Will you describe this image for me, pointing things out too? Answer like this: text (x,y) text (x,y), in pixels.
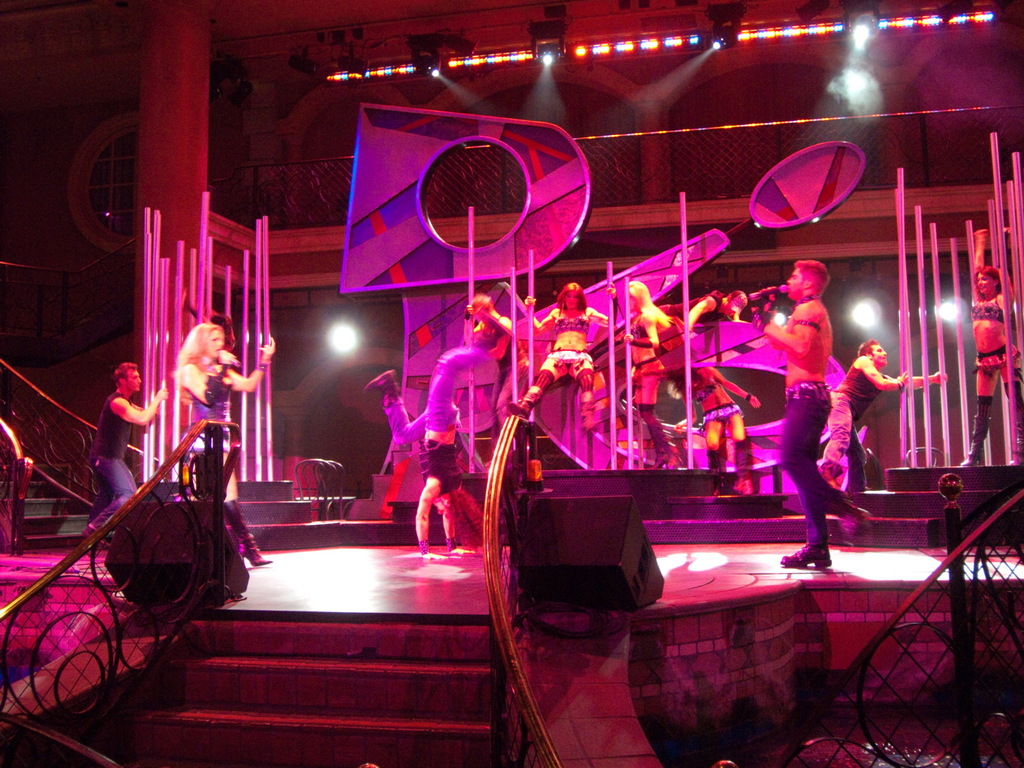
Bottom left side of the image (172,763) there are some steps (172,763). Behind the steps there are some fencings (972,588). In the middle of the image (445,437) few people (183,376) are standing and holding microphones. Top of the image (871,16) there are some lights (854,10) and roof (42,80).
